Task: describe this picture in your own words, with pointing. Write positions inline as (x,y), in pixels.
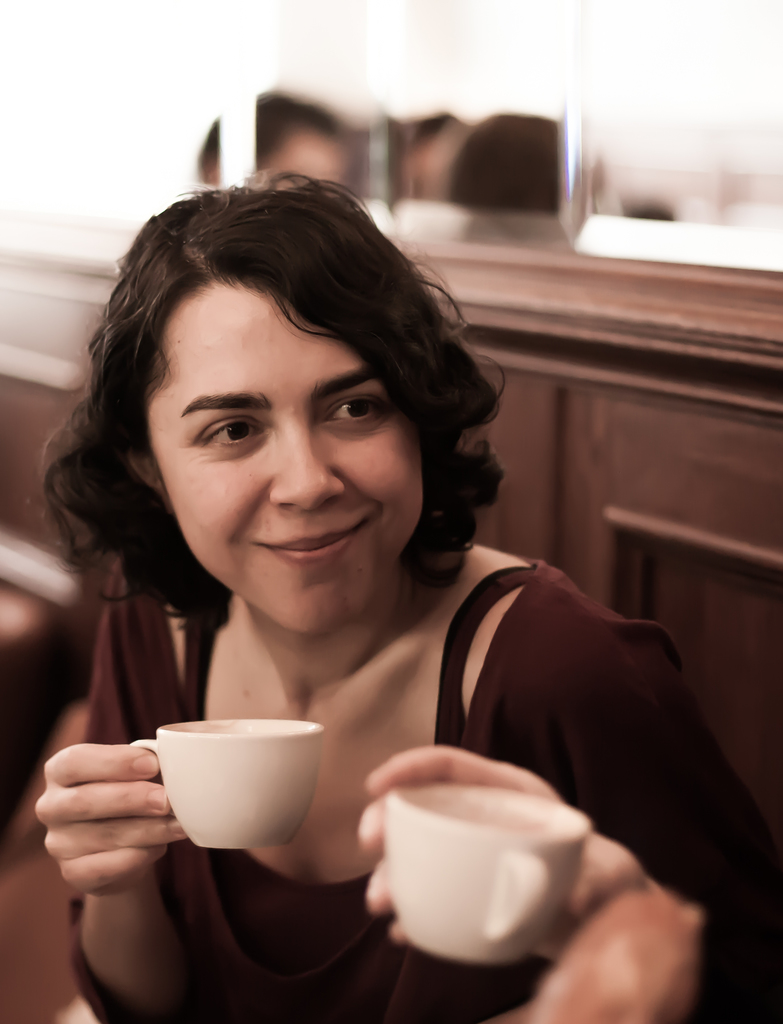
In this image in the middle (314,538) there is a woman (292,562) she is smiling her hair (318,281) is short she wears brown dress (509,714) she is holding a cup (214,812). On the right (587,886) there is a person (588,948). In the background (495,156) there is a mirror (370,112).
